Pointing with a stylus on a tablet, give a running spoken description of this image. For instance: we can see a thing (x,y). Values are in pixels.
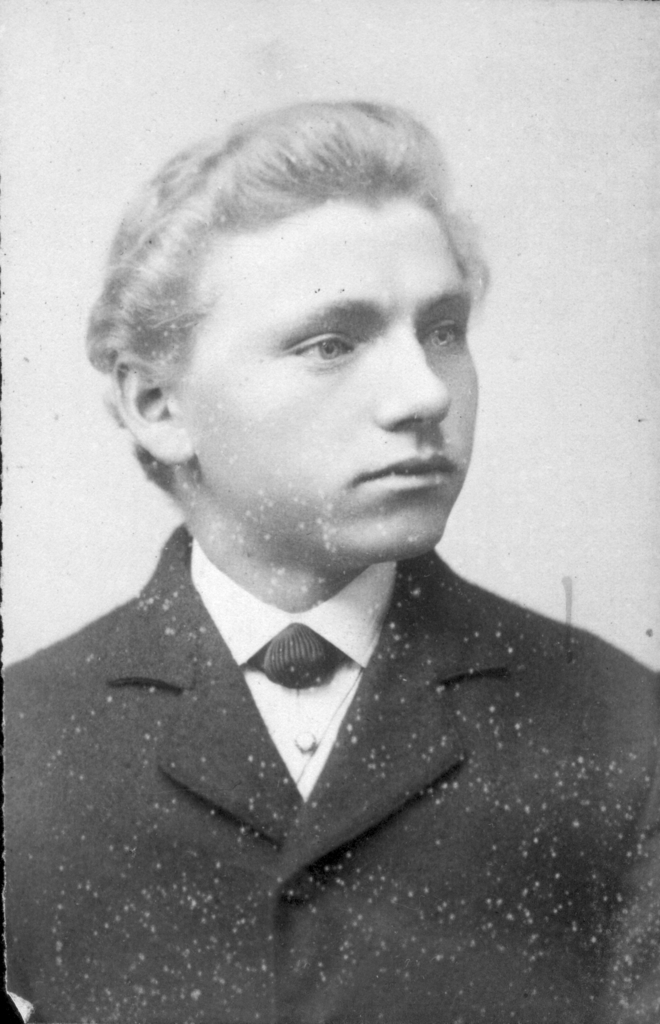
In this picture I can see the old photo (317,707). In that photo (372,649) there is a man (462,431) who is wearing suit (333,863). In the back (544,513) there is a wall (561,475).
